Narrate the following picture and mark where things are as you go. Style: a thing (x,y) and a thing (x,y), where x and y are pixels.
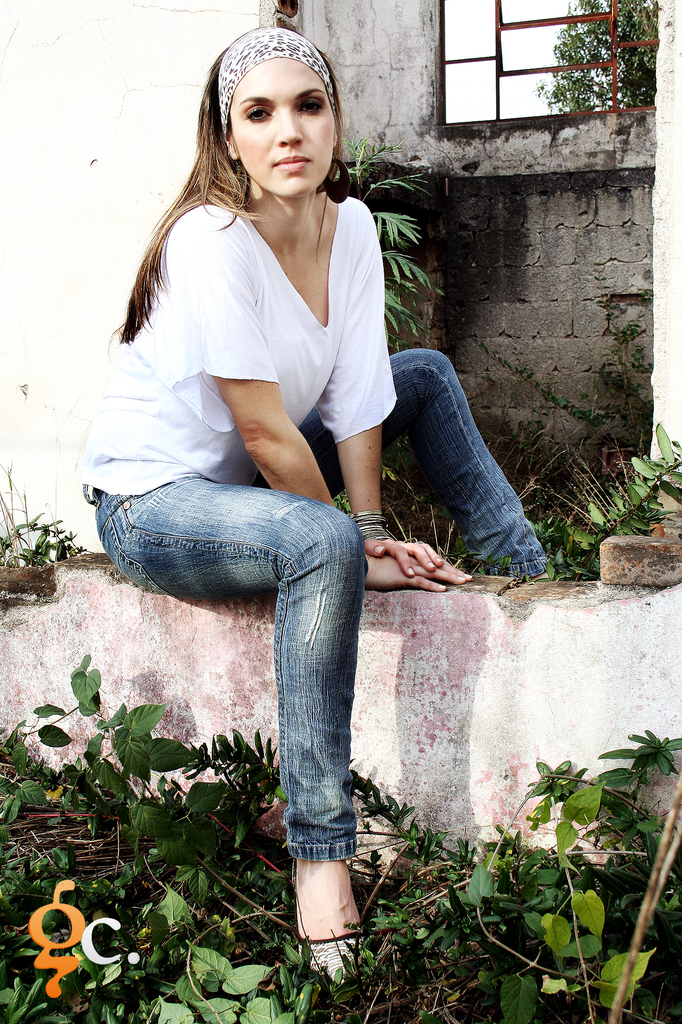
In this image, I can see a woman (286,726) sitting on the wall (484,707) and there are plants (105,1003). In the background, I can see a window (622,18). At the bottom left side of the image (53,988), I can see the watermark (73,961).
